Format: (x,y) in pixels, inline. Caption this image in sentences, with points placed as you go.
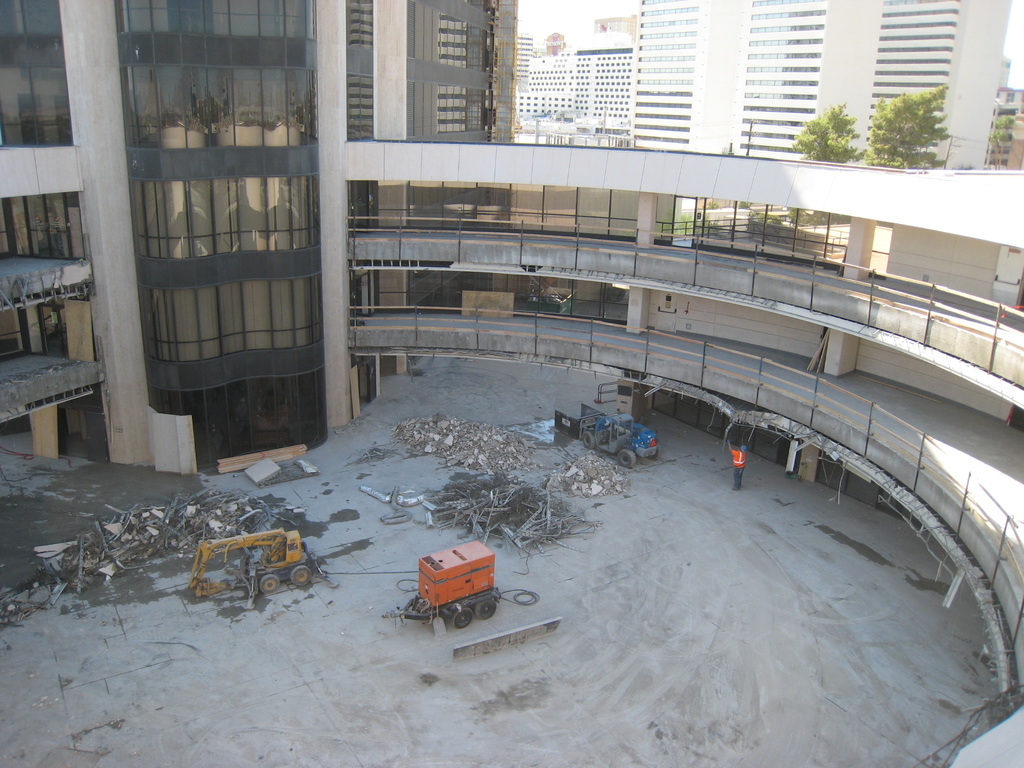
In this image we can see few buildings (728,121). There are few trees (914,109) in the image. There are few vehicles (468,553) in the image. There are few objects (475,485) on the ground (685,541).
